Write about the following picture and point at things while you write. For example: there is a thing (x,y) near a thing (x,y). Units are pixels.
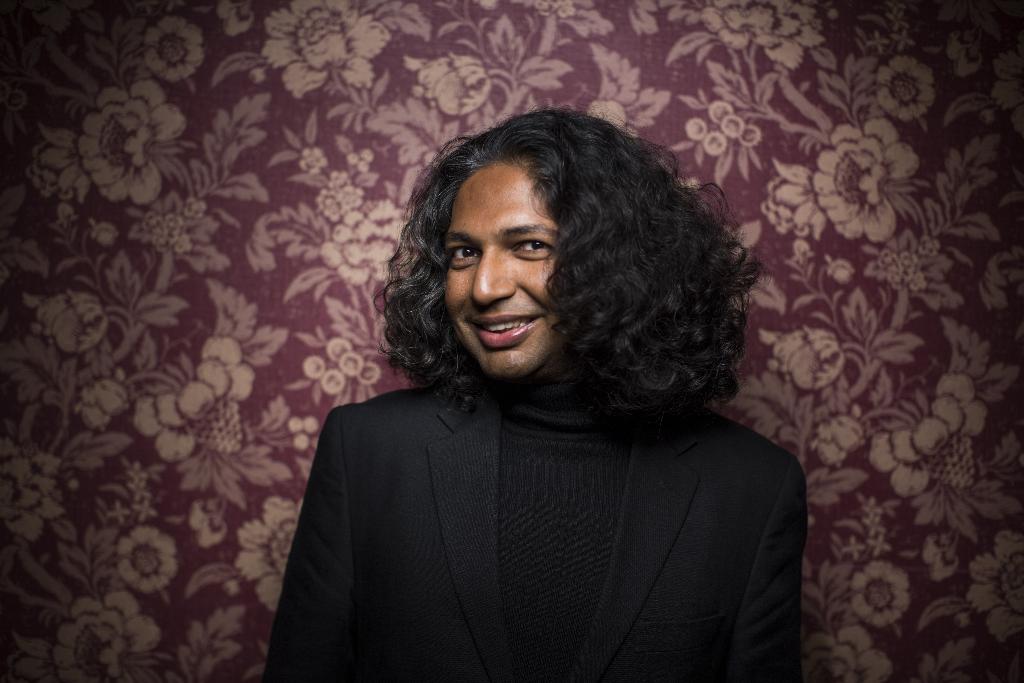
In this image there is one person (559,513) is standing and wearing black color dress (430,569) in middle of this image (478,421) and the person (531,365) is smiling and there is a wall (773,182) with some designs (843,153) of flowers (453,83).
